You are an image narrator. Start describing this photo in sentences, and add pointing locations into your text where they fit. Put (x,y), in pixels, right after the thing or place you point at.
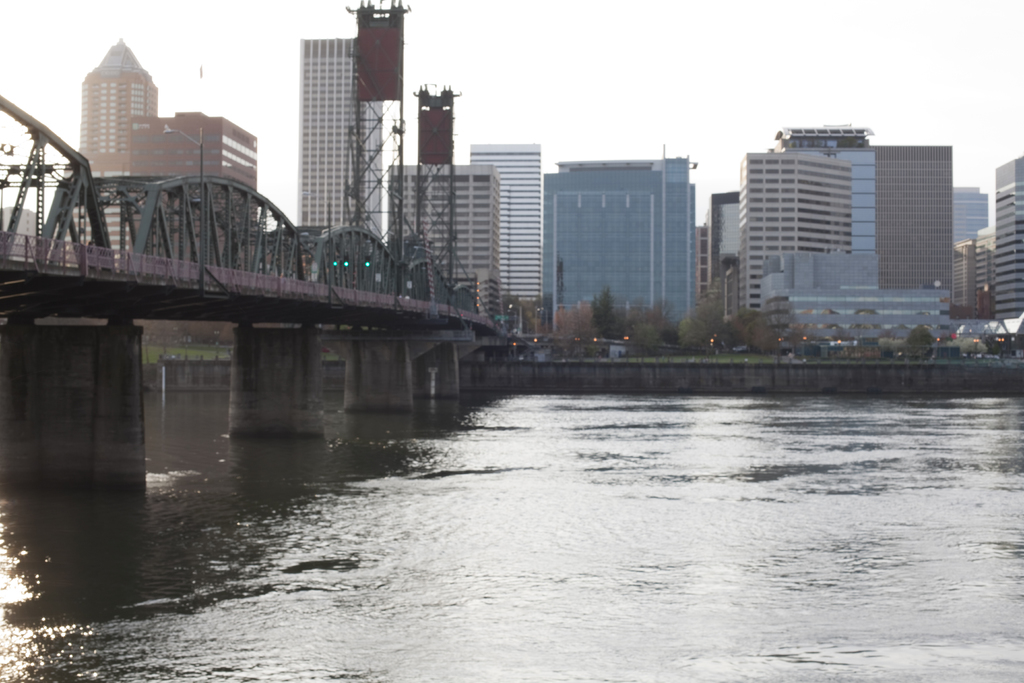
In this picture I can see water (536,506), there is a bridge (73,406), there are buildings (846,245), there are trees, and in the background (685,111) there is the sky (711,33).
